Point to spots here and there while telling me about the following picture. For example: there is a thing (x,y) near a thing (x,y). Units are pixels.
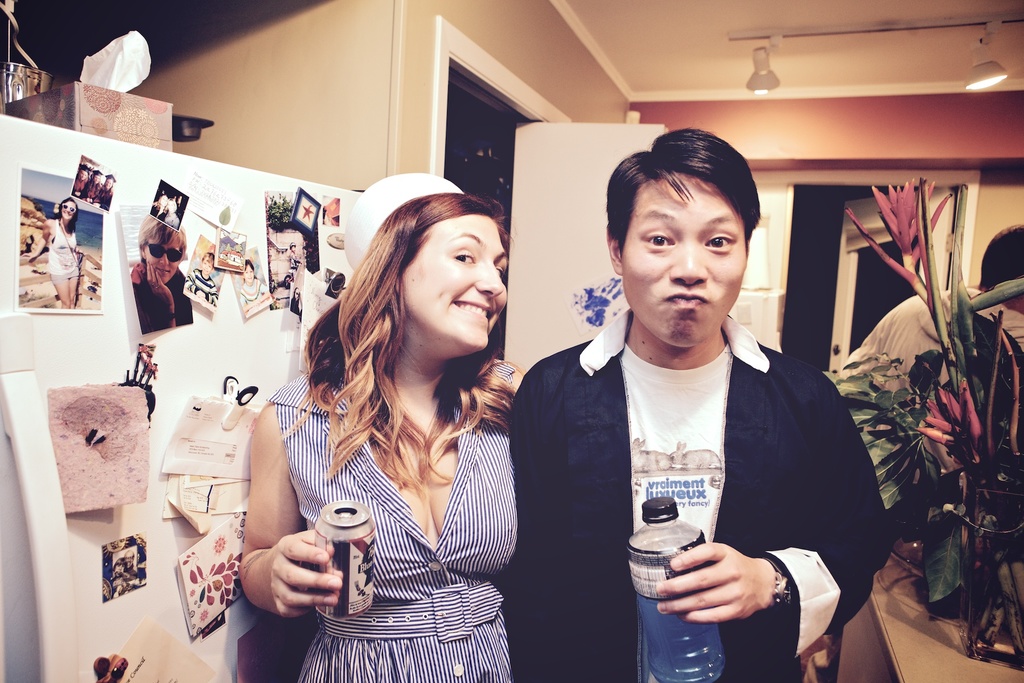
In this picture I can see there are two people (491,560) standing here and they are holding a can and the man (732,621) is holding a water bottle (704,655) and in the backdrop (922,333) there is another man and there is a plant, refrigerator (73,620) with some photos (169,203) attached on the door (110,320) of the refrigerator (143,333). There is a wall (766,124) and lights (761,56) attached to the ceiling (634,4) and there are two doors (595,169).
